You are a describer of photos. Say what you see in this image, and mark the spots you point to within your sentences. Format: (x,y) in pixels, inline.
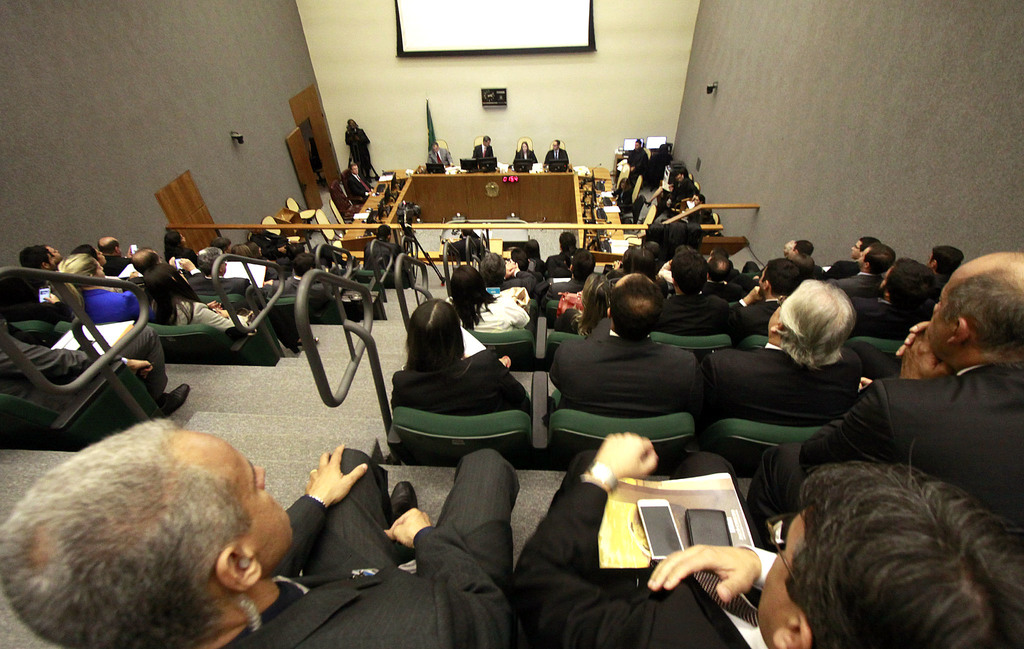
This image is clicked inside the hall (597,145) where we can see that there are few officers (364,189) sitting in the middle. At the top (433,47) there is screen (507,52). At the bottom (349,519) there are so many people (151,309) sitting in the chairs (532,389). There is wall (186,105) on either side of the image. In the middle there are computers (385,195) on the table (428,203). At the bottom (629,619) there is a person (645,610) sitting in the chair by holding the book (617,538). On the book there are two mobile phones (708,523).
